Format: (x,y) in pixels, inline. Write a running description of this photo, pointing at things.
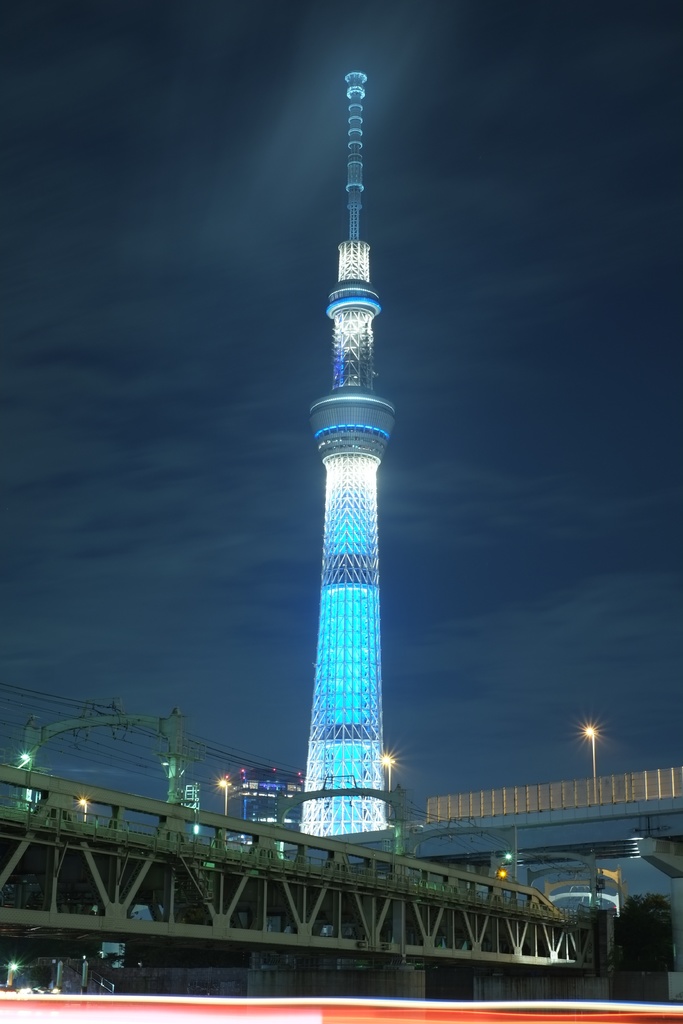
In this picture we can see a bridge (214,833), tower (344,825), lights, poles (403,798), tree (624,938) and in the background (305,280) we can see the sky (252,486) with clouds (221,472).
